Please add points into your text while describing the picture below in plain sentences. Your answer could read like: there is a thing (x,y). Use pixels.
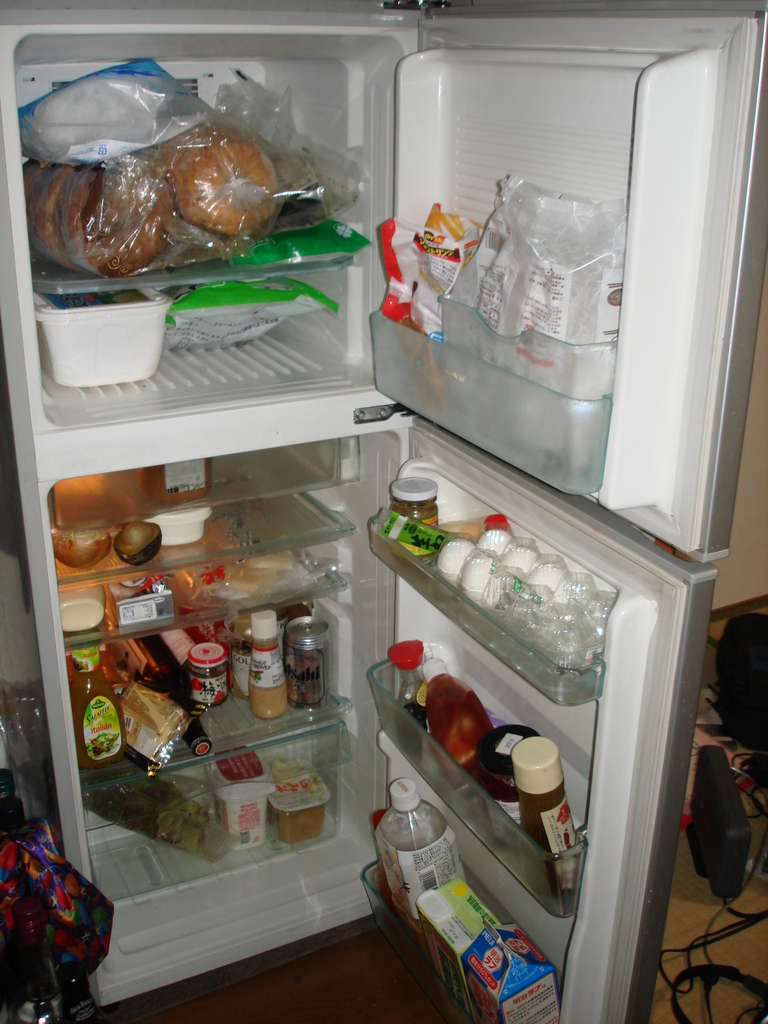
In this image we can see some grocery products (194,572), bottles (405,677), eggs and some other items (142,357) which are in a refrigerator (380,472).
